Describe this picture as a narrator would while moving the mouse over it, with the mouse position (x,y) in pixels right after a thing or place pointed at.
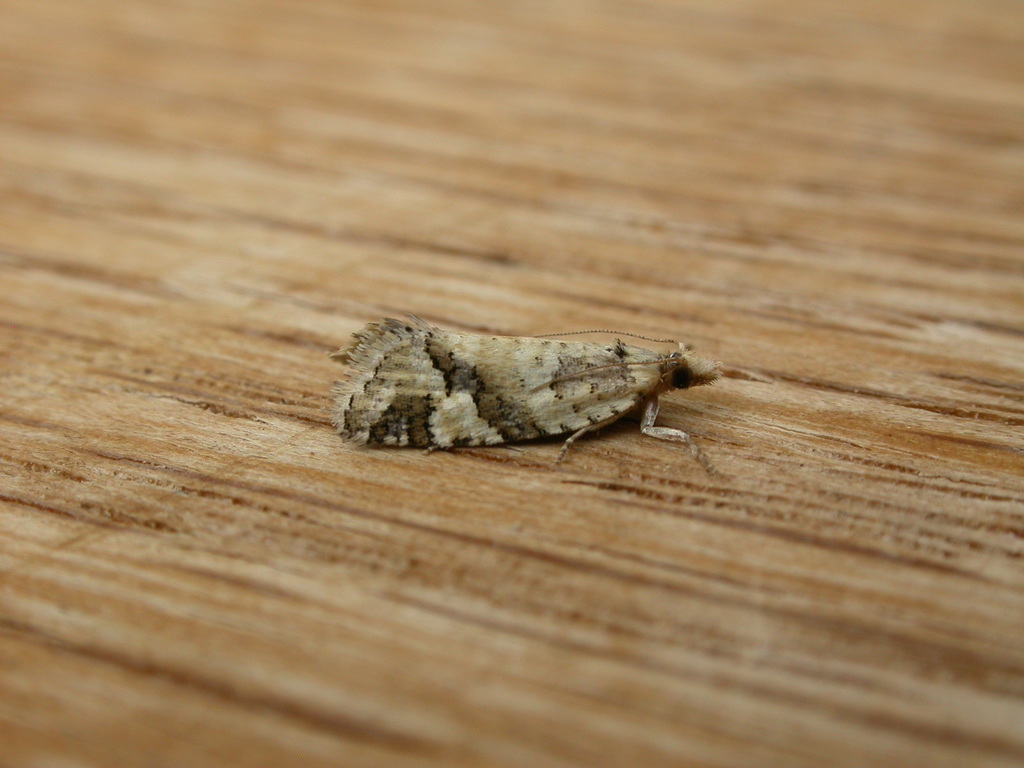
This picture shows a insect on the wood (609,291).
